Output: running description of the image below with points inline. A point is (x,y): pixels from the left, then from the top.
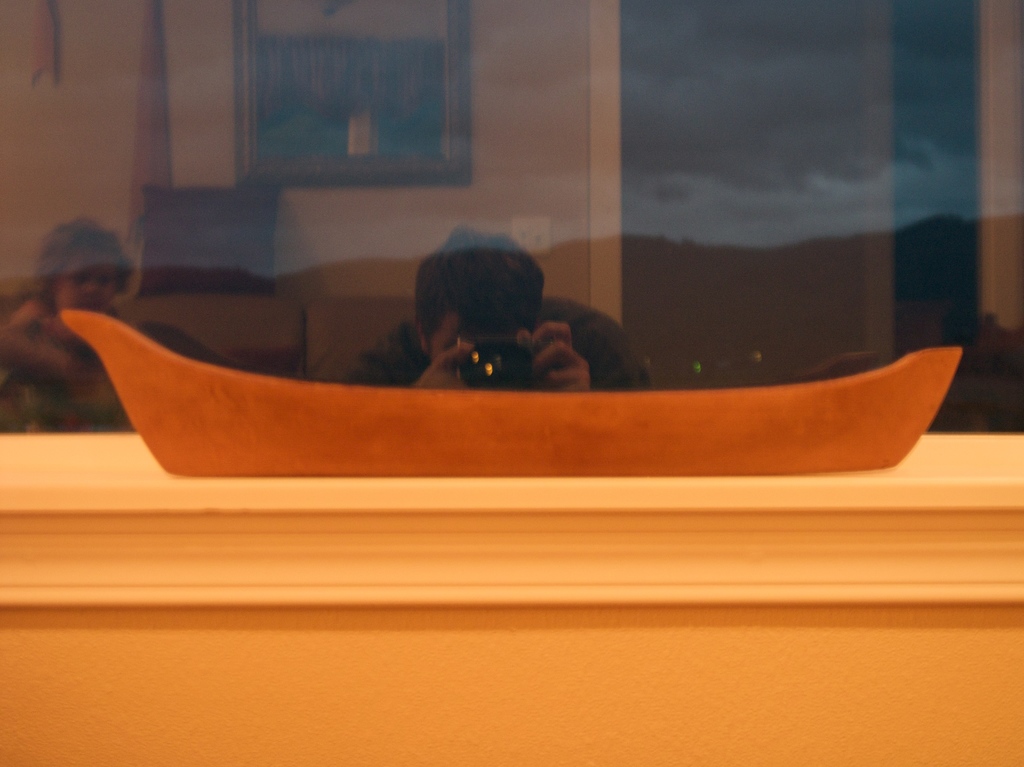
In the center of the image (426,456) we can see a wood (368,424) which is in a shape of boat. At the bottom of the image (350,706) we can see the wall (336,666). In the background of the image (497,360) we can see a glass (388,301). Through glass (353,207) we can see the persons (456,317), board (437,161), table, wall (502,125), a man (477,320) is holding a camera (508,352) and a lady (88,351) is sitting on a chair (135,326).
